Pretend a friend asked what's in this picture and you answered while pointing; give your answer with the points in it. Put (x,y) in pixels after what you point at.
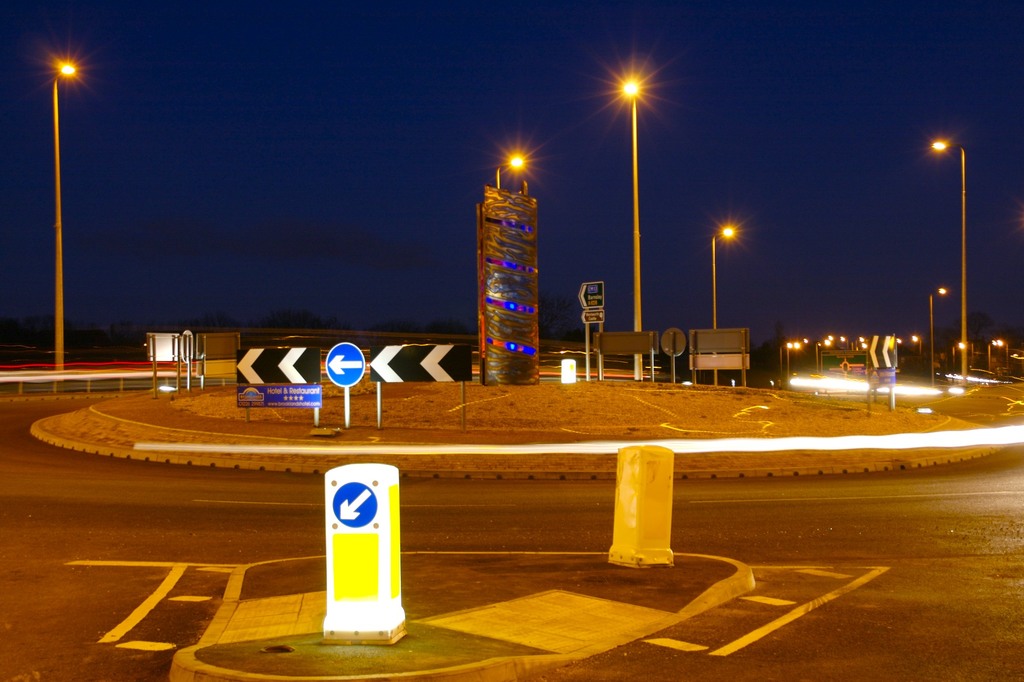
In this image there are few boards (716,361) attached to the poles (377,419). There is a statue (498,342) at the middle of the image (504,322). Background there are few street lights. Bottom of the image (358,602) there is a direction board (370,593) on the pavement (539,609). Beside there is road (835,538). Top of the image (454,112) there is sky (515,145). Left side (16,386) there is a fence (80,390).
